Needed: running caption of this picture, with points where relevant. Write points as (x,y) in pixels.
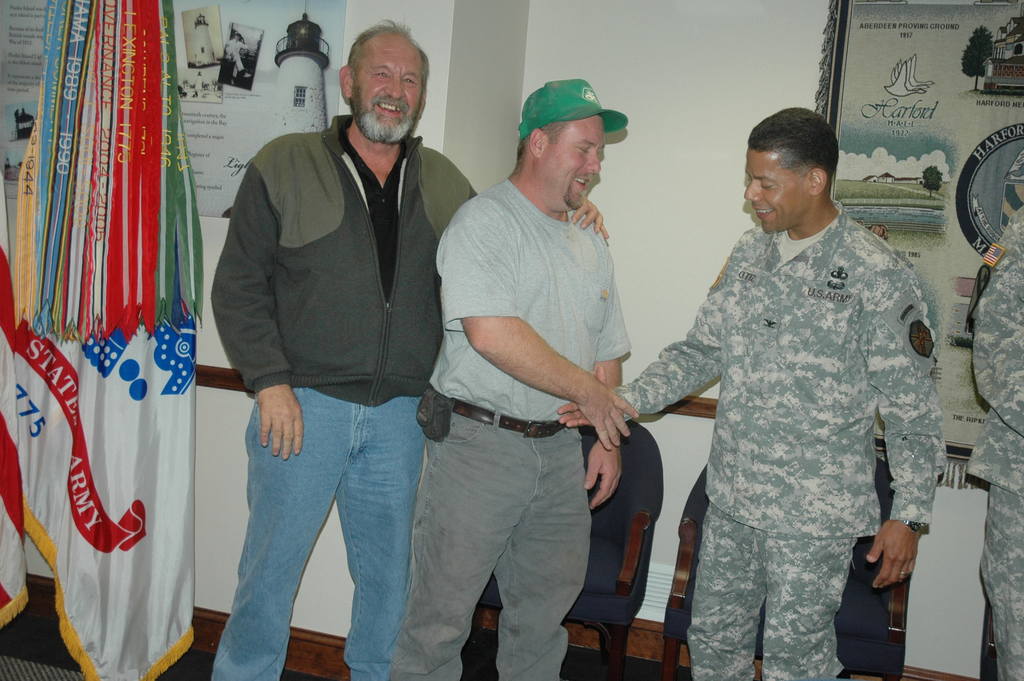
In the center of the image (378,270) group of men (554,364) standing on the floor (470,656). On the left side of the image (193,62) we can see poster (202,145) and flag (65,449). In the background (485,107) there are chairs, poster (864,19) and wall (565,43).
